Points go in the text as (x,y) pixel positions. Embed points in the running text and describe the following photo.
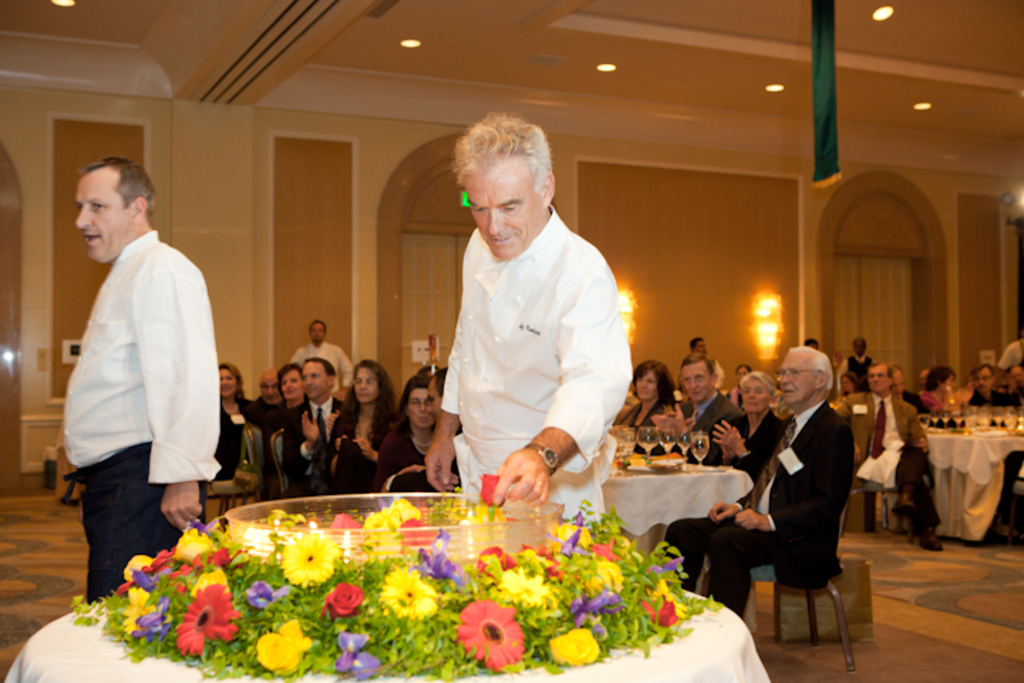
In the image we can see there are two people (483,373) standing, wearing clothes (169,395), this is a wristwatch (549,456), flower (515,627), table (653,500), chair (829,589), wine glass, there are even other people (776,421) sitting on a chair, this is a floor (910,645), light (768,328), on the table (644,489) there are food items (654,462). This is a switchboard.
